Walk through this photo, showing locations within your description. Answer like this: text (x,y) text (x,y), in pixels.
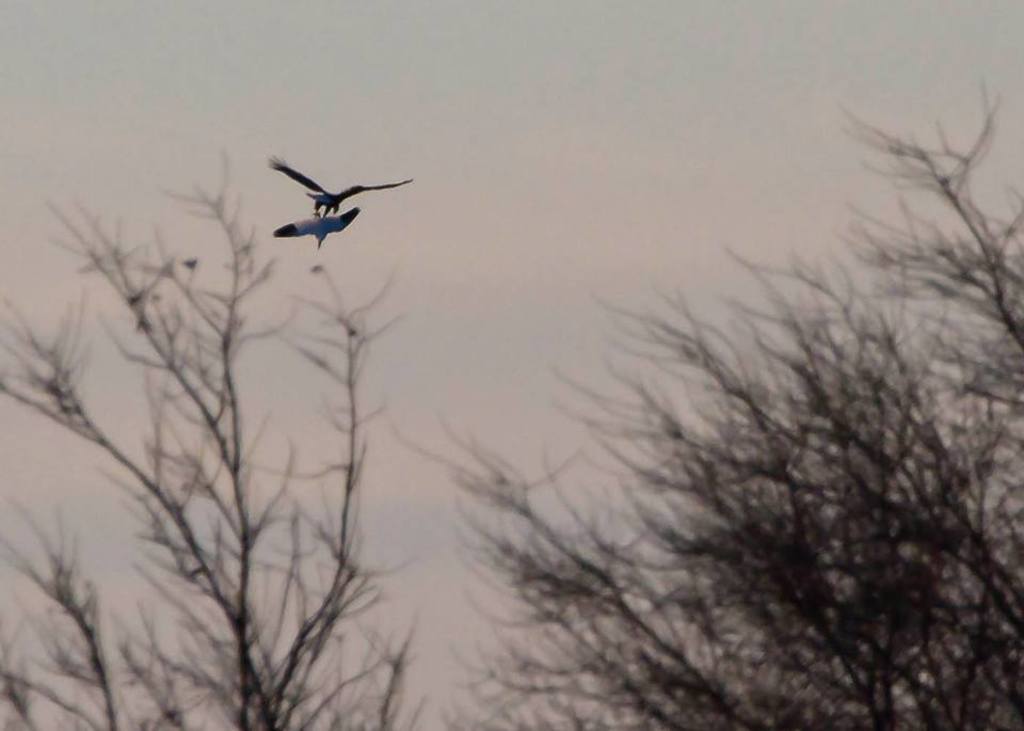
In this image there are some trees (732,529) at bottom of this image (368,616) and there is a sky (551,319) at top of this image (650,180) and there are two birds (294,223) are flying at left side of this image (330,225).
